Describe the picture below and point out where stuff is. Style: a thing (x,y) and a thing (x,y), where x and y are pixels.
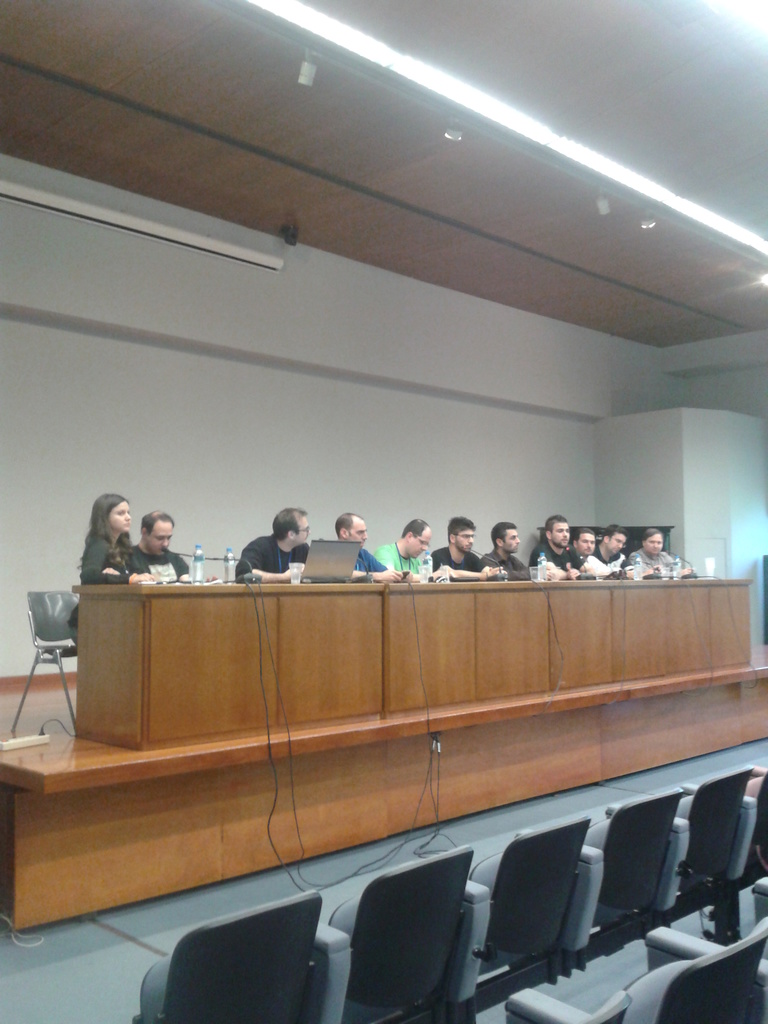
In this image I can see some people (552,541) sitting on the chairs (55,600). In front of these people (389,575) there is a table (401,633). And there are some bottles (195,574) and one laptop (316,571) on it. In the background (289,448) there is a wall (377,456). On the bottom of this image (451,939) I can see some empty chairs (578,898).
